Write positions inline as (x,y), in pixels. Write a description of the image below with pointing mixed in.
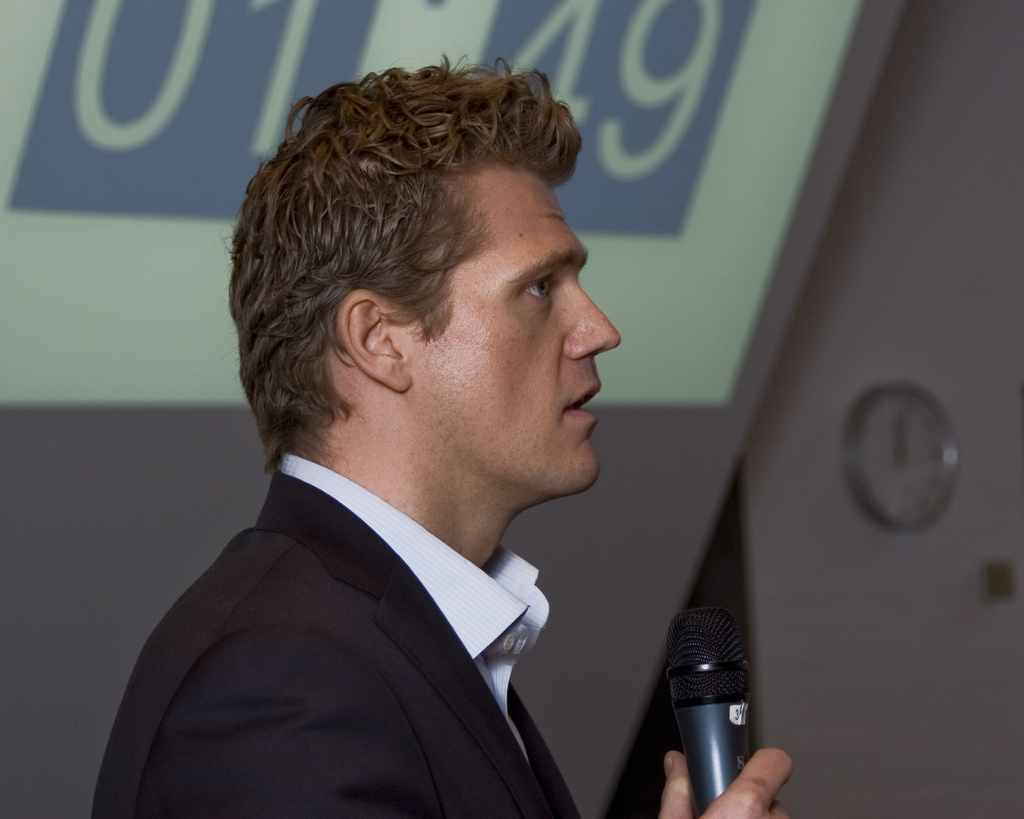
In the image we can see a man (380,256) wearing black color blazer (371,666). He is holding a microphone (691,702) in his hand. There is a clock (913,455) stick to the wall (817,456).
